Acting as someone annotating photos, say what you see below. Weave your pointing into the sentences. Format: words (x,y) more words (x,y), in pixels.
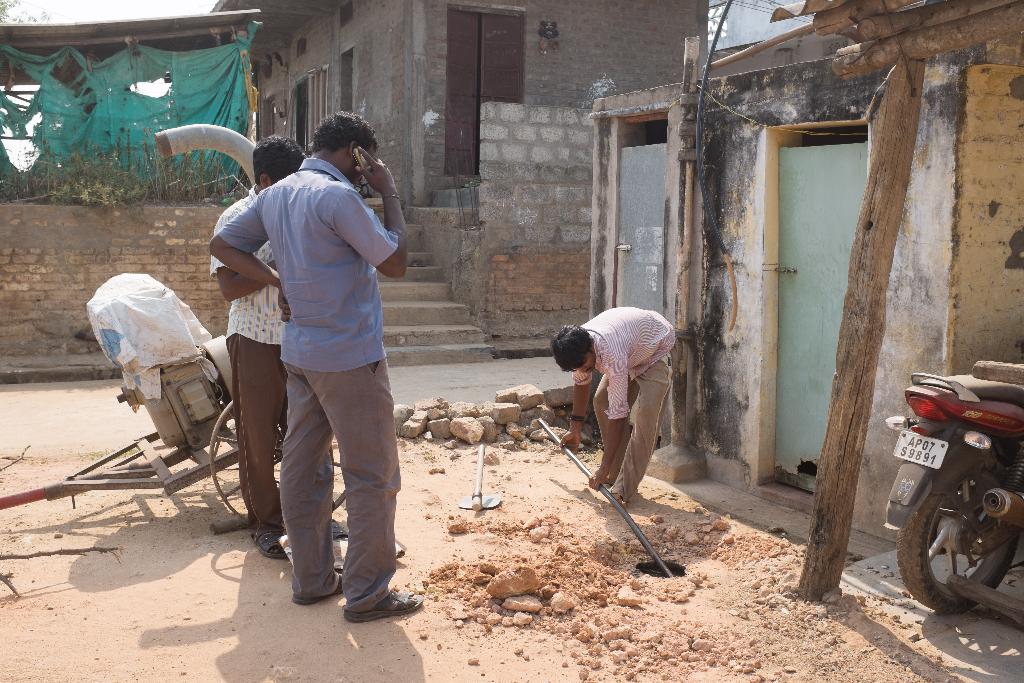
In the image there are two men (321,314) standing. Behind them there is a motor (181,438). In front of them there is a man (638,373) bending and holding a rod (559,441) in his hand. In the background (477,275) there is a building (401,63) with walls (436,132), windows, steps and also there is shed (243,77) with roof (184,19) and cloth (225,56). On the right corner of the image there is a bike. Beside the bike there is a room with walls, doors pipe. On the ground (439,376) there are stones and also there is a hole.
